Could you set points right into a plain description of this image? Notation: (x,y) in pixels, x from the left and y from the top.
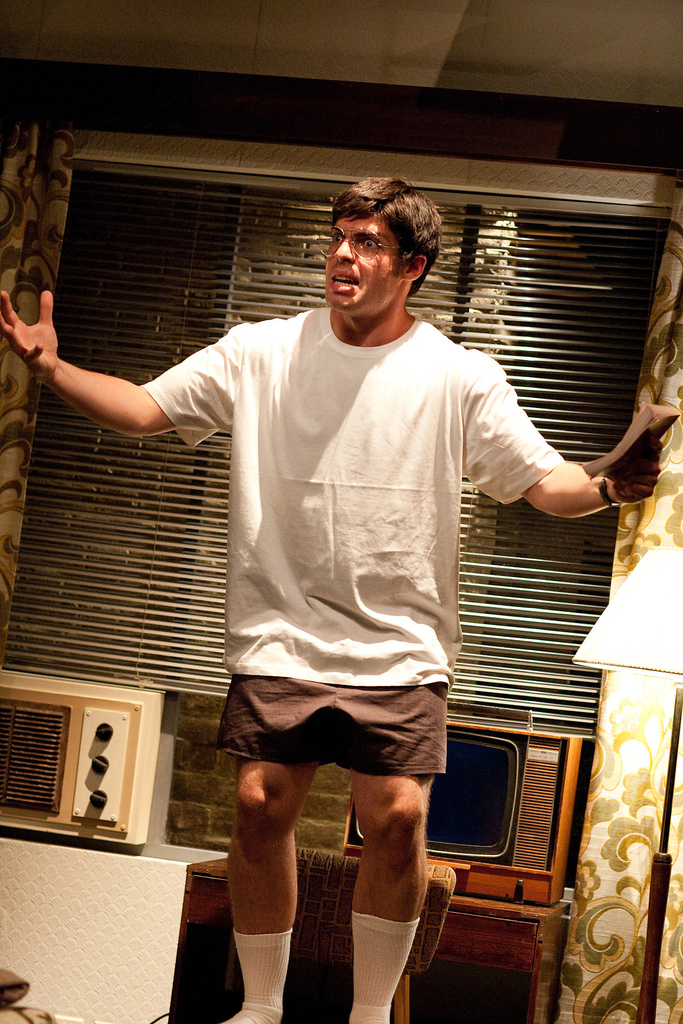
A man (369,832) is talking, he wore white color t-shirt (415,584), brown color short (433,737), white color socks (268,967). Behind him there is a glass window (466,553) and a window shutter (478,553).
